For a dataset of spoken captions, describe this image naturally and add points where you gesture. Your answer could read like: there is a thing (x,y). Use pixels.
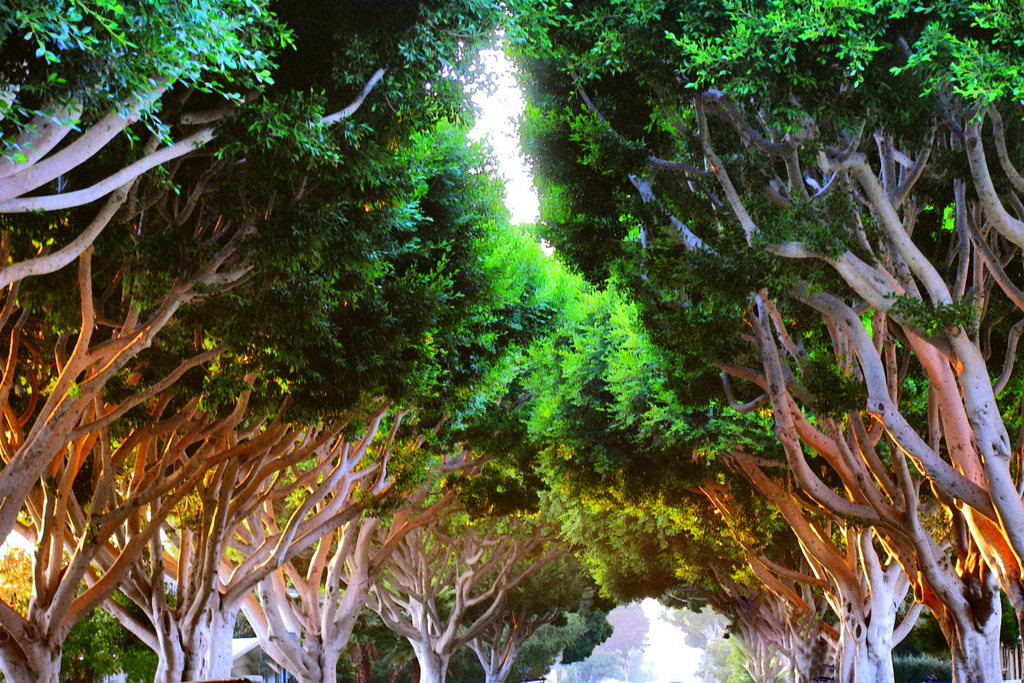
In this picture we can see trees (325,496), there is the sky (494,89) at the top of the picture (509,123).
